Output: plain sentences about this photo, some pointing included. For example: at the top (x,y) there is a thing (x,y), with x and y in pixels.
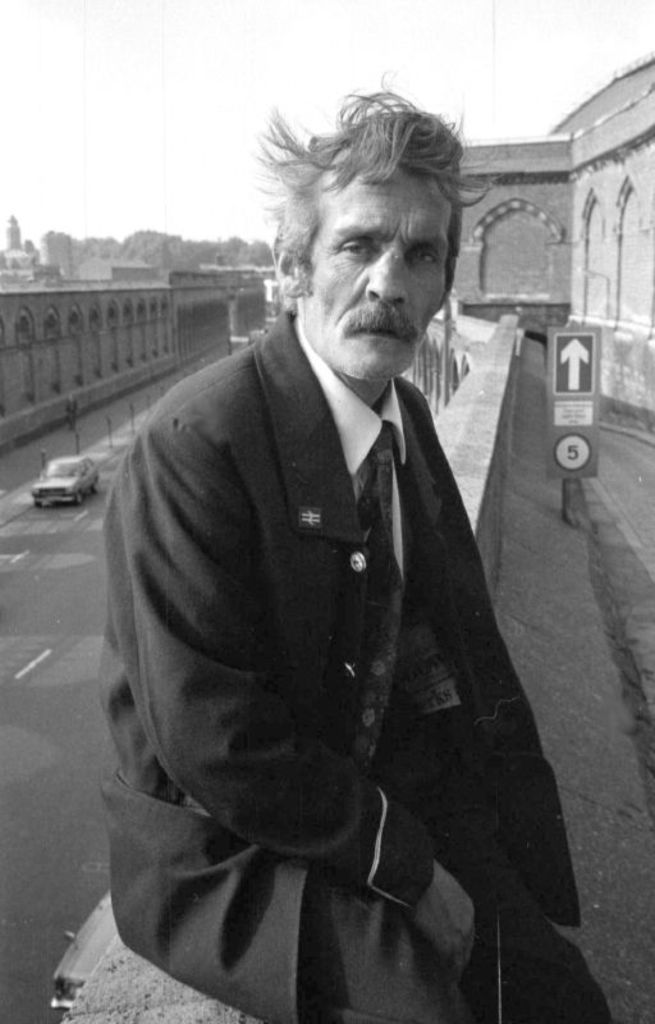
In this picture we can see a man (240,808) sitting on a wall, signboard (577,410), buildings (559,267) and a car (80,487) on the road (43,660) and in the background (176,112) we can see the sky (212,174).
